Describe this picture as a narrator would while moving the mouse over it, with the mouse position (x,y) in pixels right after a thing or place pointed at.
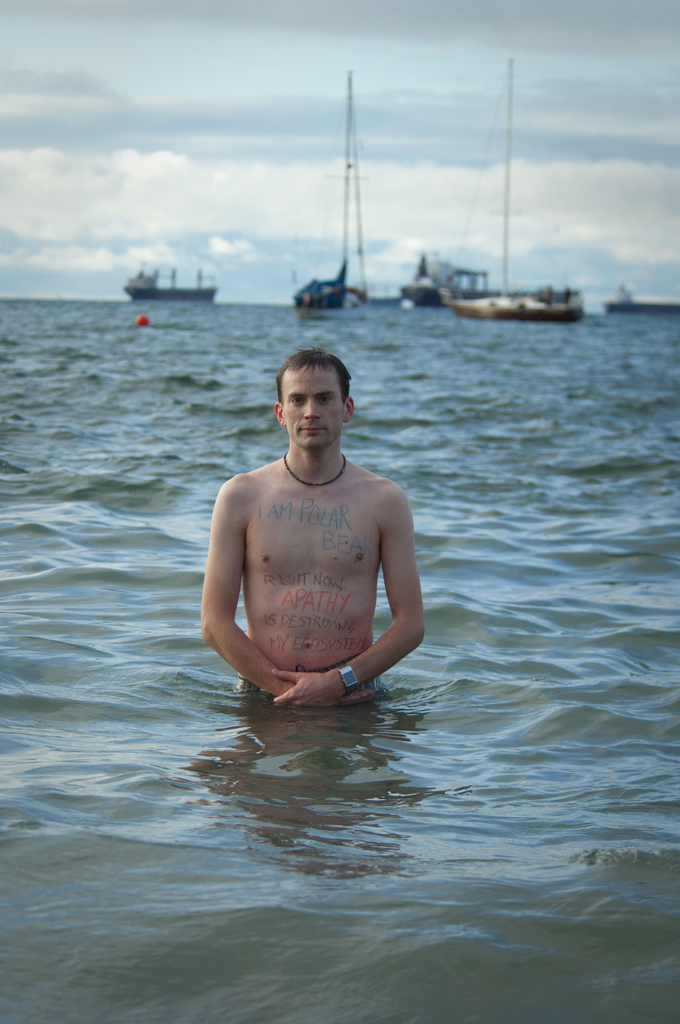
In this image a person (287,569) is standing in the water body (239,603). In the background (142,285) there are ships (576,309). The sky (384,285) is cloudy. On the man's body (303,569) there are few texts (315,575) are there.
